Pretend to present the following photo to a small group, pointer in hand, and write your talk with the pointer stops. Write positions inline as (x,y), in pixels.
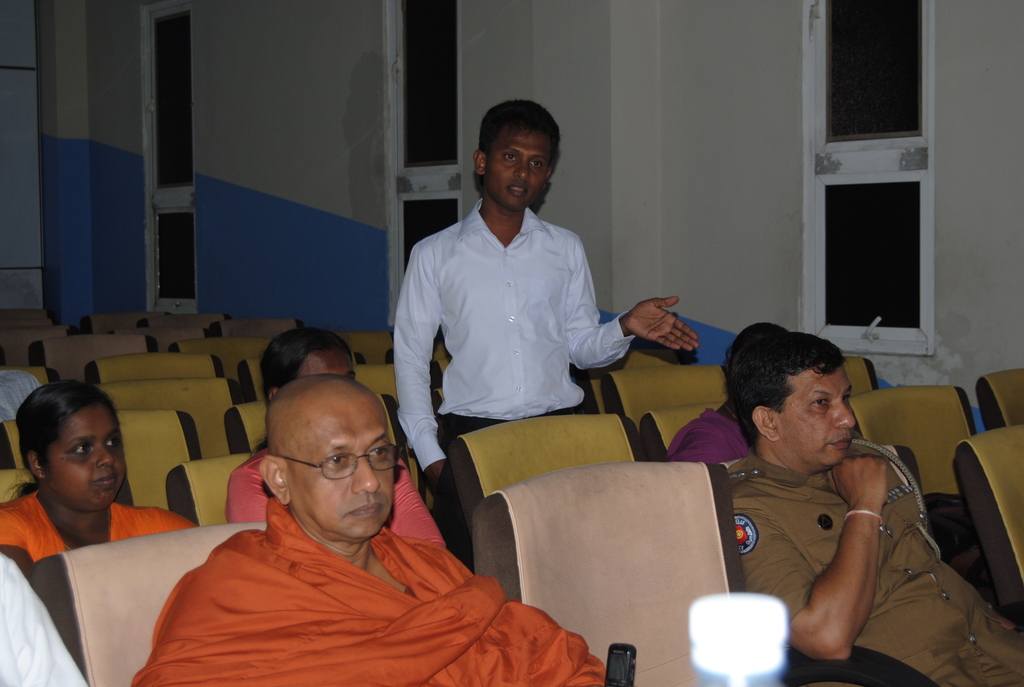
In this image I can see a group of people (396,634) are sitting on the chairs (487,563). In the background (190,248) I can see a wall (137,226) and windows (164,247). This image is taken in a hall (381,384).
